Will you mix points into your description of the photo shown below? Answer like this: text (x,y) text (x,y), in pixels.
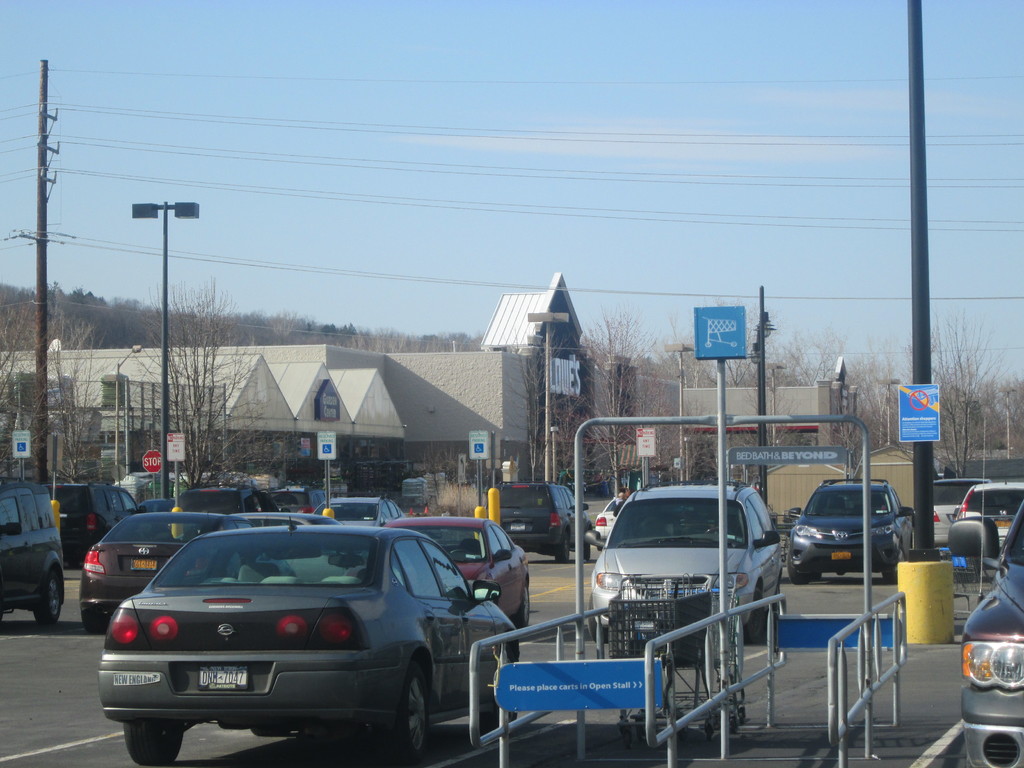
In this image we can see vehicles (508,574) on road (546,570). There are railings (780,662). Also there are poles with sign boards (565,664). Also there is a light pole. In the back (269,399) there are trees (676,364), buildings (269,399). And there is sky (480,152). Also there is an electric pole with wires (27,170).
